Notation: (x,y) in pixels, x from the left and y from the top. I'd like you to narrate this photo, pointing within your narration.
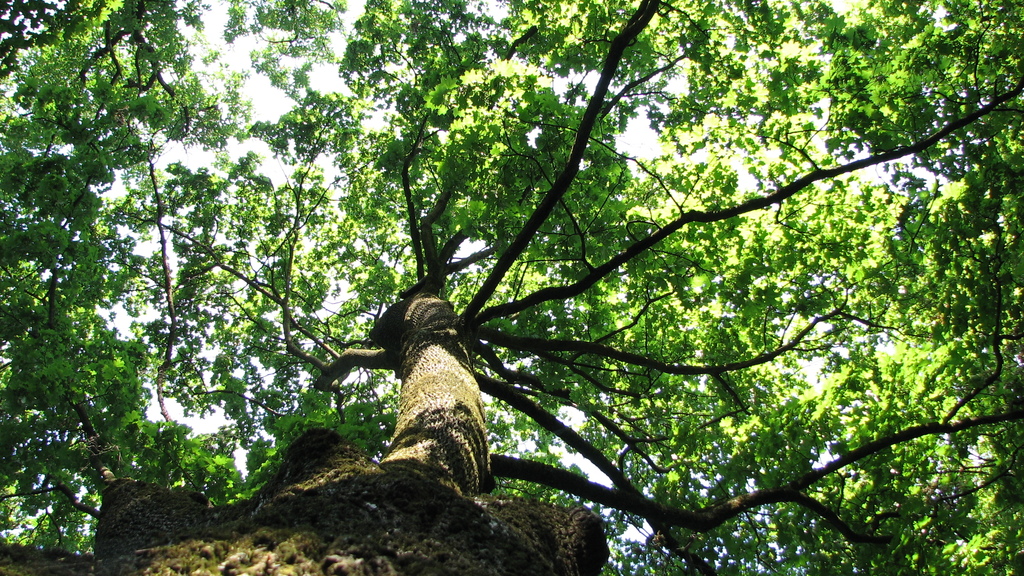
In this image there is a tree trunk (374,516) in the middle (400,309). At the top (603,48) there are green leaves (521,185) with the stems (518,471) and branches (555,472).
